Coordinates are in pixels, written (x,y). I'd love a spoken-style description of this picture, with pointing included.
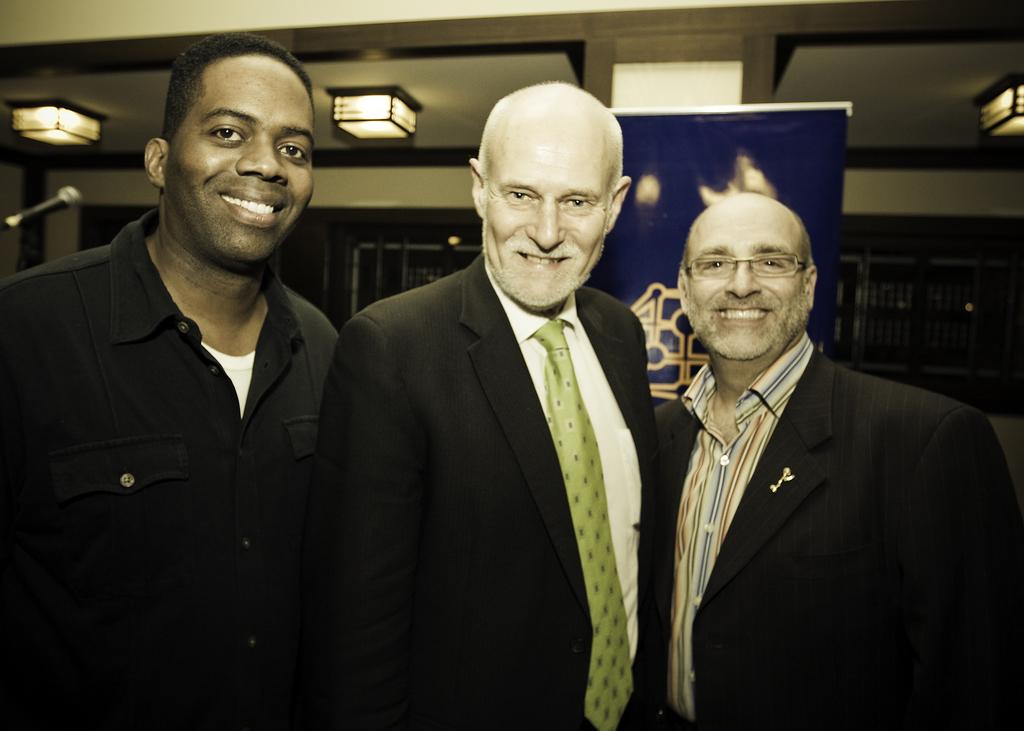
In this image we can see three persons (376,424) standing and smiling, among them, one person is wearing the spectacles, at the top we can see the lights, also we can see a banner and a mic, in the background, it looks like the windows (347,304).
